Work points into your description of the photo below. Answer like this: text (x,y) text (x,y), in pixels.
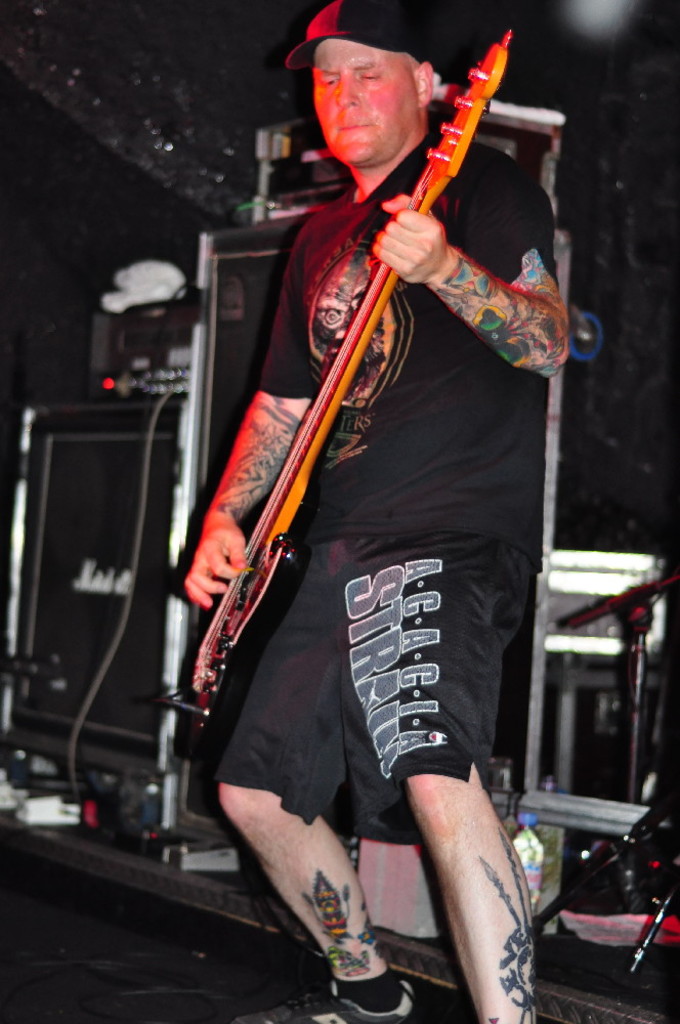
In this picture I can see a man (319,350) standing in front (391,77) and I see that, he is holding a guitar (293,452) and I can also see tattoos (284,422) on his legs (462,836) and hands (435,253). In the background (26,576) I can see few equipment (87,531).
